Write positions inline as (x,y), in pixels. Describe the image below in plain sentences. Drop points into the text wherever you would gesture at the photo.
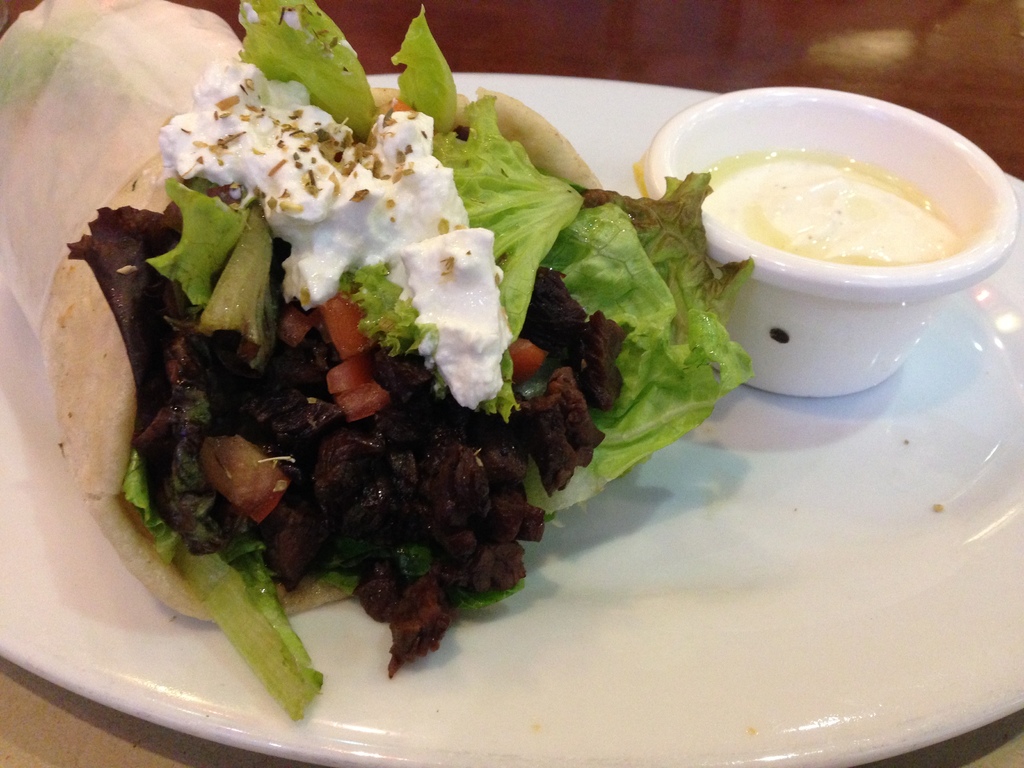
In this image I can see a plate (950,486), bowl (813,270) and food items (150,437) kept on the table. This image is taken may be in a room.
